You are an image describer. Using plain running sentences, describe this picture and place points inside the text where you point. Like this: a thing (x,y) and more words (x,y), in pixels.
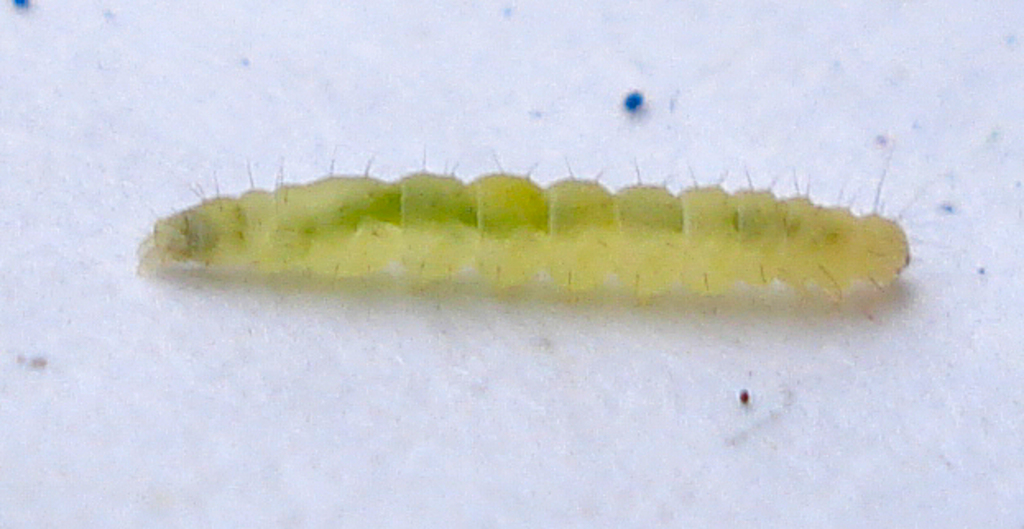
In this image there is an insect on the white color surface (615,454).
